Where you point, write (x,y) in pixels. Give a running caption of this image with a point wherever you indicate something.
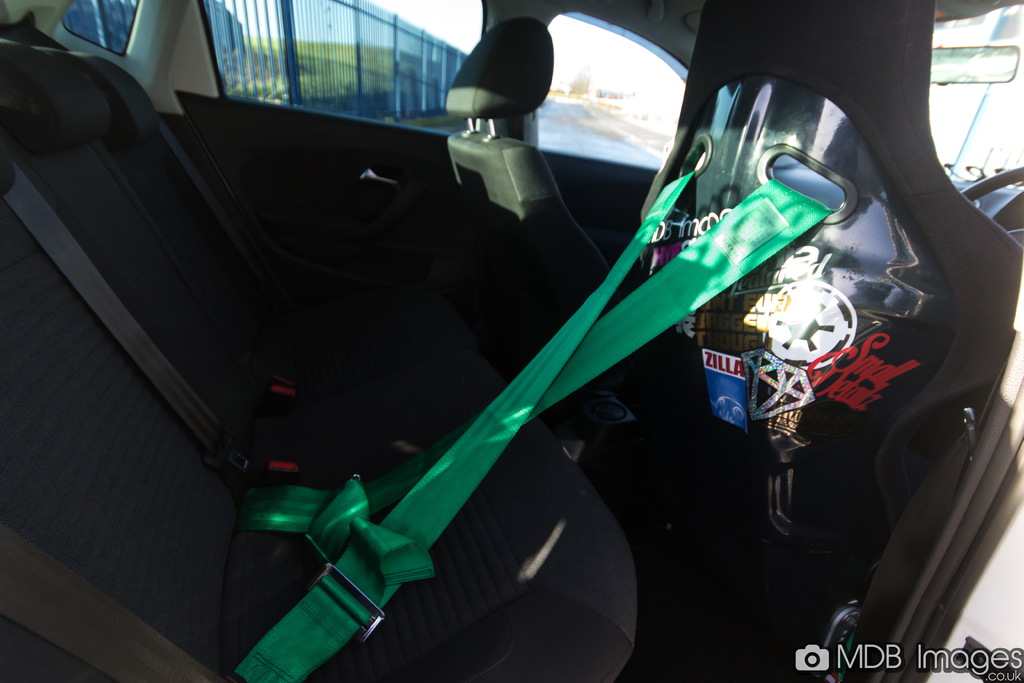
In this image there is an interior view of a vehicle (628,198), the vehicle (606,240) is truncated, there is a fencing (361,66) truncated towards the top of the image (367,39), there is road (561,122), there is the sky (469,22) truncated towards the top of the image (450,19), there is text (869,643) towards the bottom of the image (918,662), there are seats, there is a mirror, there are windows (565,87) truncated towards the top of the image (403,71).
